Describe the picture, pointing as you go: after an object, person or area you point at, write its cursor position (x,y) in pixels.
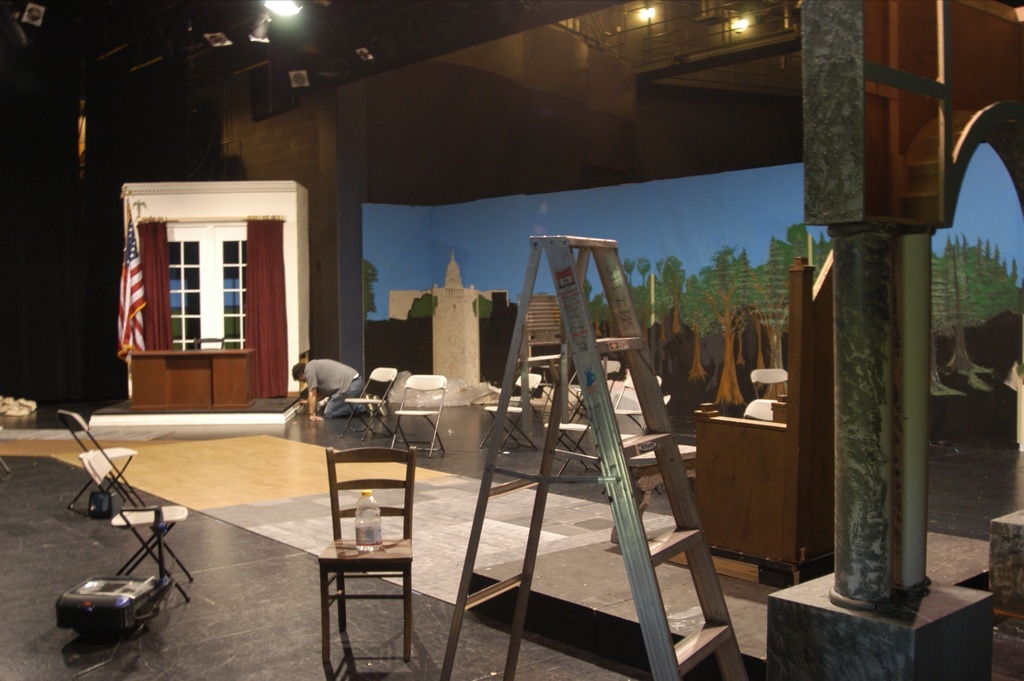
In this image we can see a ladder (628,548), wooden chair (367,482), a bottle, few more chairs (767,401), pillar (855,422), a person (338,395) here, a flag (139,284), curtains (152,345), lights (253,32) on the ceiling (316,59) and a wall (721,225) with poster (671,198) in the background (696,245).
